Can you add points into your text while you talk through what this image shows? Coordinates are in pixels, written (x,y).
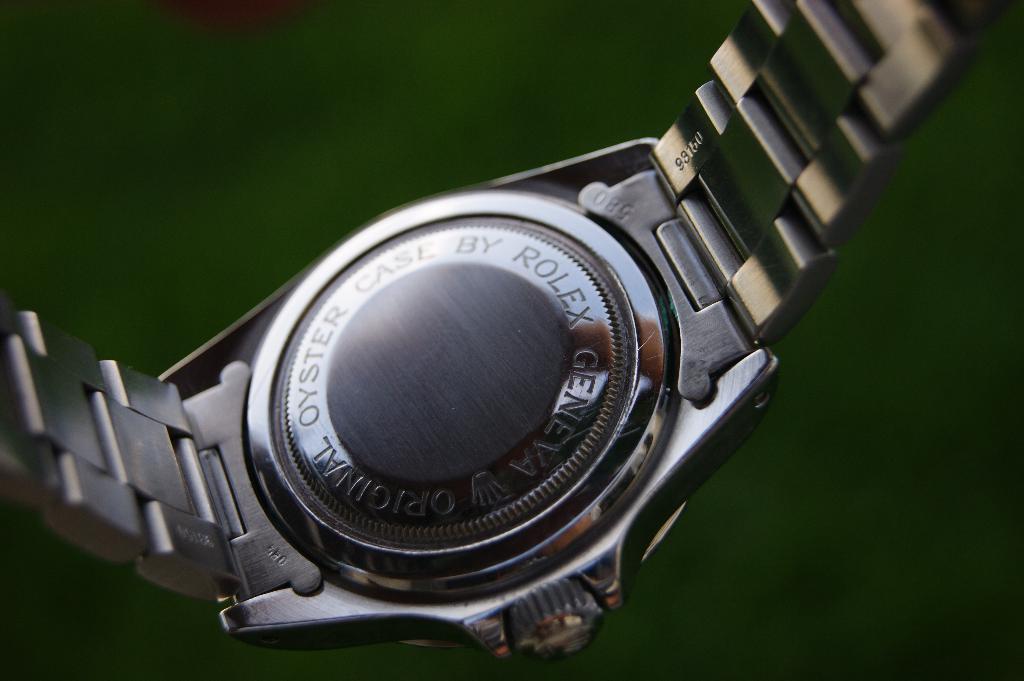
In this image I can see a watch (515,193) and the background (603,37) is green in color.
